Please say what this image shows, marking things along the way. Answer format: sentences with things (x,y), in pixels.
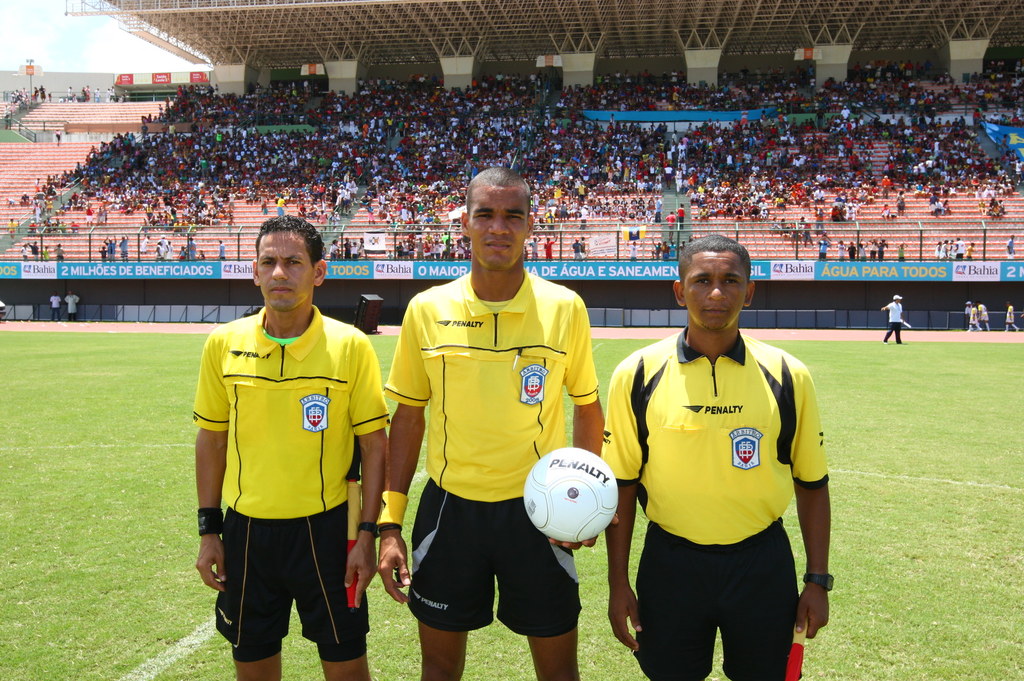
This picture is taken in a stadium (635,310). In the foreground (442,300) there are three people (563,606) standing. The right, he is holding a flag (800,656), to the left (272,491) he also holding a flag (354,547), the center the man (553,426) is holding a football (592,481). In the background (397,192) there are audience (594,86) seated. Sky (65,51) is sunny. In the foreground (123,519) grass (128,549) is there.
